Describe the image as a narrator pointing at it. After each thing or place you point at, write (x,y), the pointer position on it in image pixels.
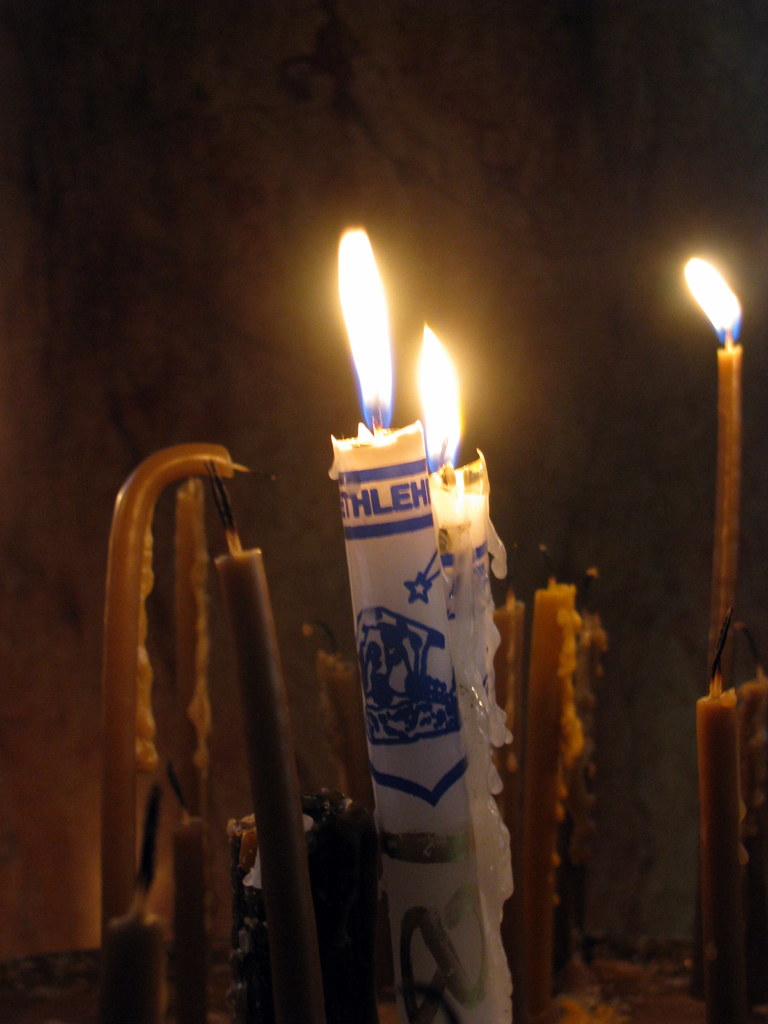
In this picture we can see the candles (372,531). We can see some glowing candles (735,301).
